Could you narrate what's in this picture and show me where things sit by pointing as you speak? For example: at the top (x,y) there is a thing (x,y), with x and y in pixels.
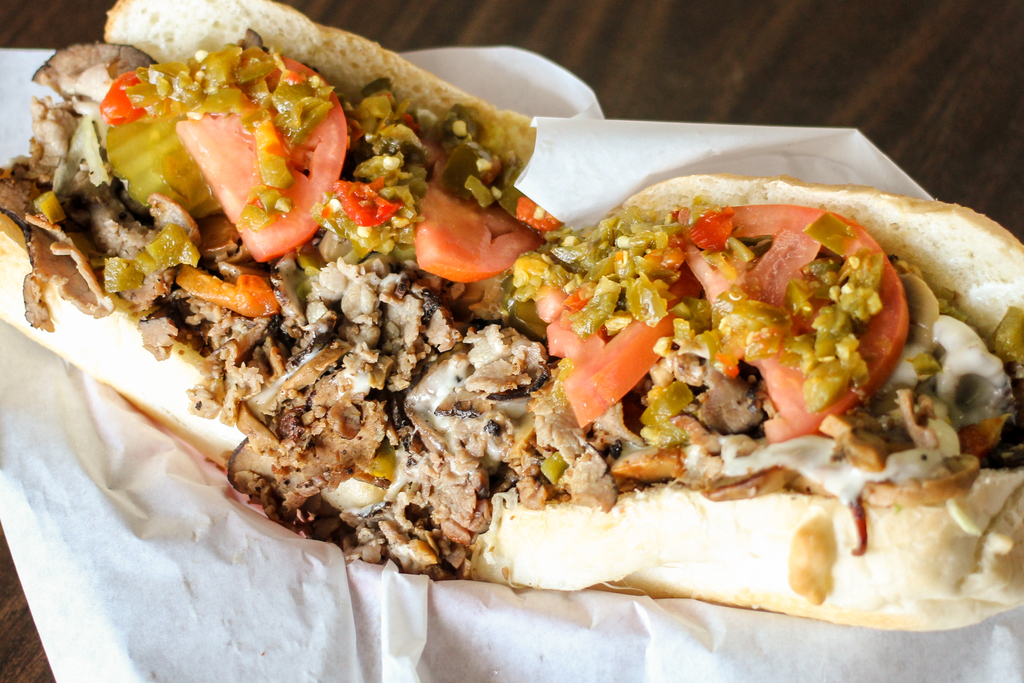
In this image, we can see a table (1005,53), on that table (986,203), we can see tissue (197,541), on the tissue (262,547), we can see some food item (341,257).
